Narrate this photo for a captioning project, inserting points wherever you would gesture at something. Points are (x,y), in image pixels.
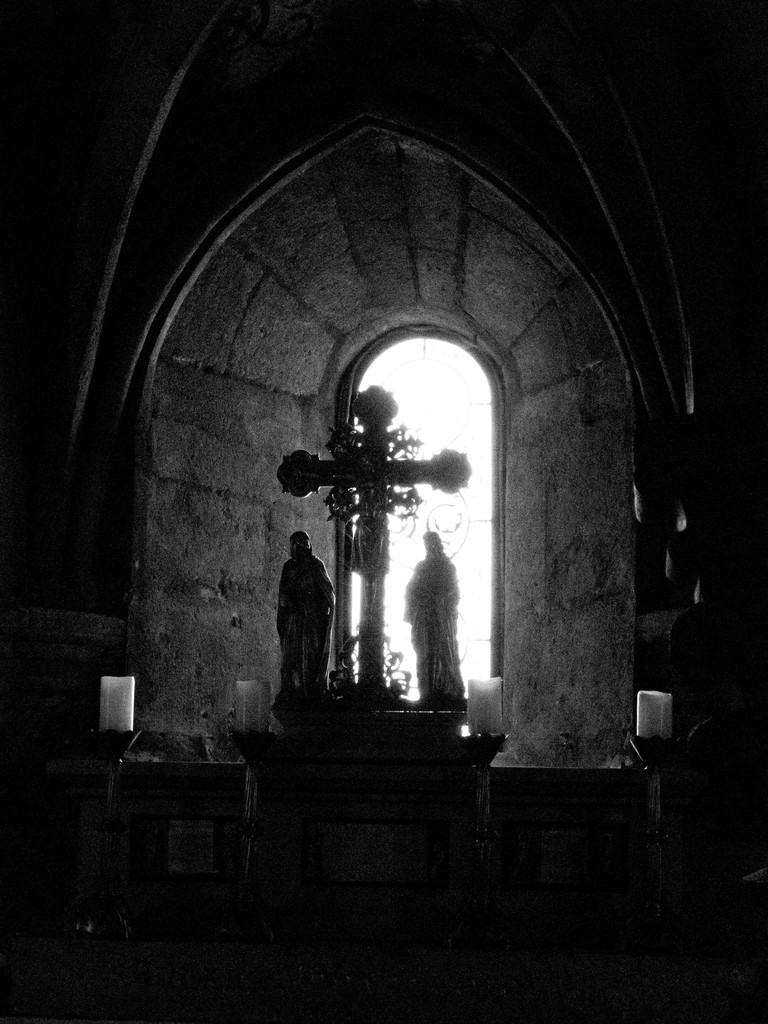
In the middle of this image (363,545) there is a crucifix (369,545) and two sculptures (319,610) of persons (324,574). In the background (481,475) there is a window (481,581) to the wall (520,718). At the bottom (430,789) there is a table (392,789). The background (94,154) is dark.
